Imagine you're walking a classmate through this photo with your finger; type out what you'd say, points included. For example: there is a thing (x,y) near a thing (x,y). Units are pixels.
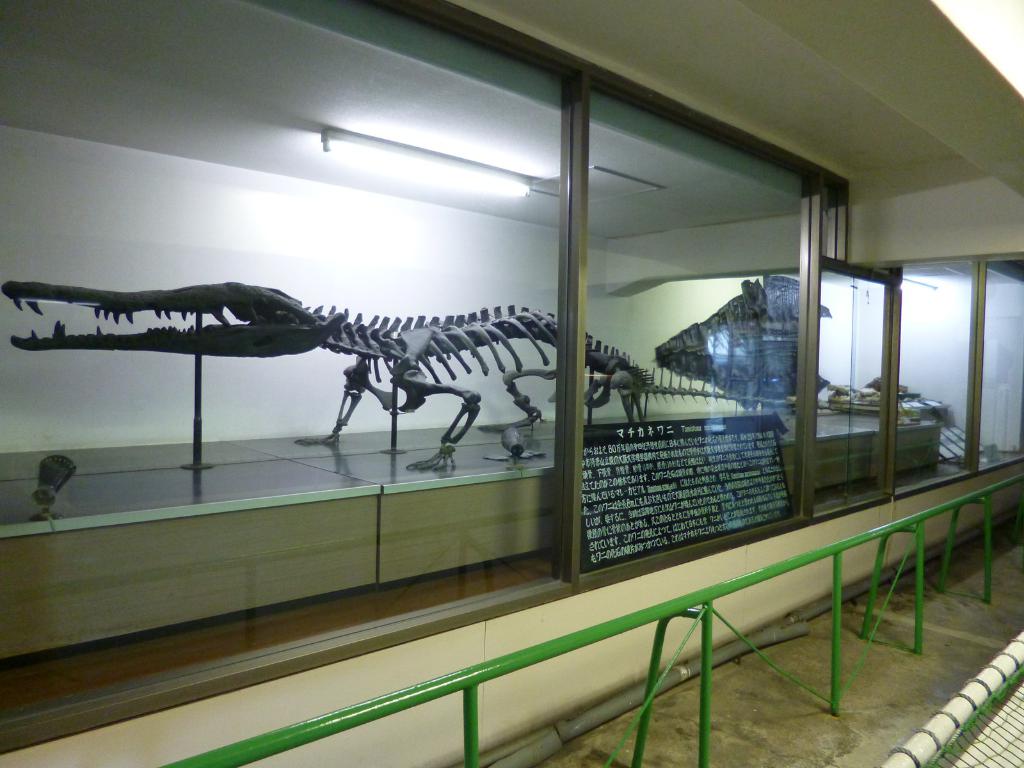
This picture might be taken inside the room (941,667). In this image, on the left side (309,400), we can see a glass door (486,304), inside the glass door (540,305) we can see skeleton image (595,358) of a crocodile (468,410), outside of the glass door (443,410), we can see a black board (764,507). On the right side (1010,666) corner, we can also see net fence (987,742) and metal rod (1013,662). In the middle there is a metal rod (705,647) which is in green color.
